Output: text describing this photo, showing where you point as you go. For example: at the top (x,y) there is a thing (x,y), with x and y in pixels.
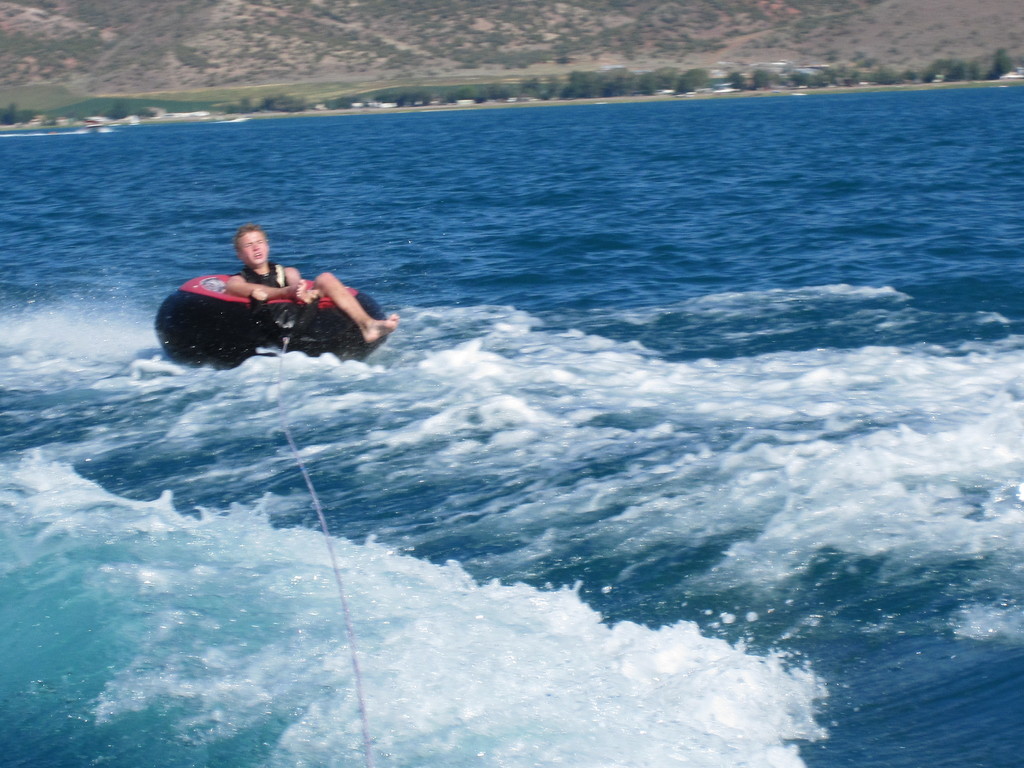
There is a person (304,283) tubing on the water (589,533). In the background (610,88) we can see trees (959,63).
